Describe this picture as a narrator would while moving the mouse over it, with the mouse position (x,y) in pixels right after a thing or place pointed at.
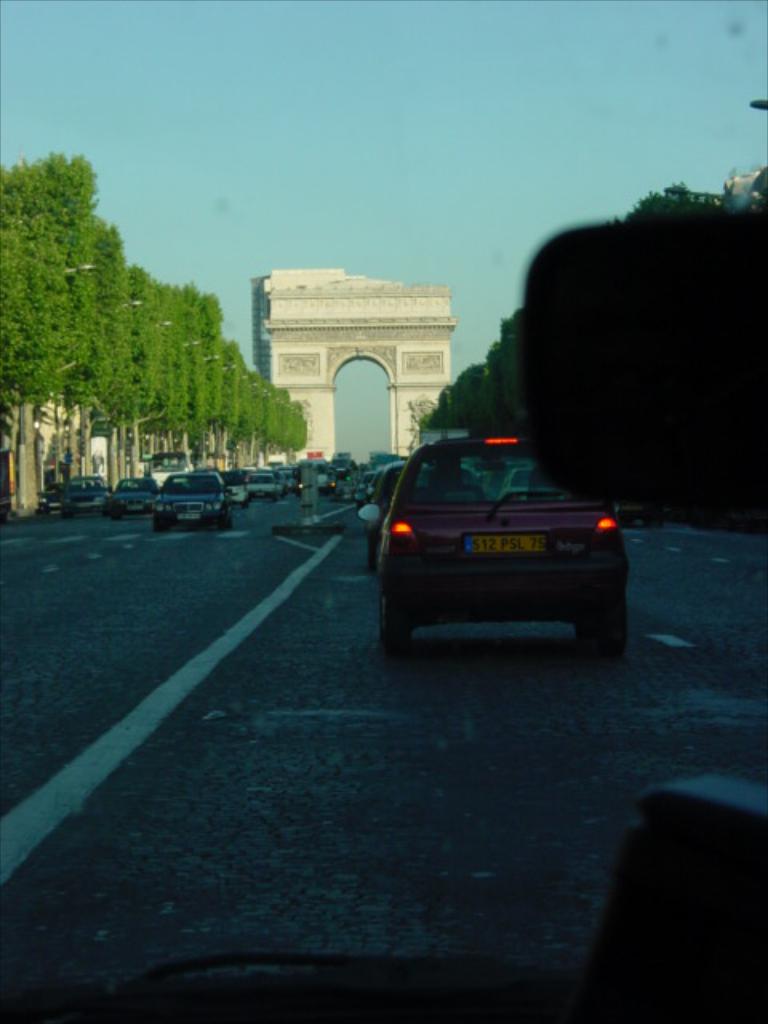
In this image we can see many vehicles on road (318,744). On the sides there are trees (117,399). In the back (307,357) there is an arch (293,360). In the background (328,62) there is sky (557,164).
